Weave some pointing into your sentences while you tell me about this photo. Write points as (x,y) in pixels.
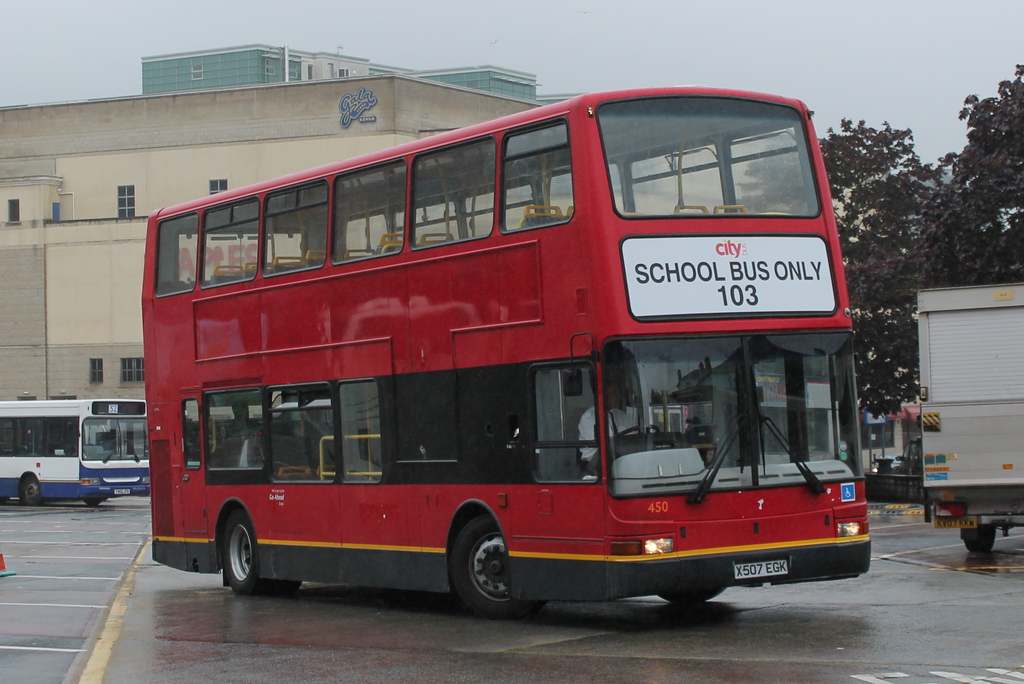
In this picture we can see a double decker bus (489,338) and some vehicles (953,455) on the road (783,600). Behind the vehicles (207,472), there are buildings (268,93) and the sky (475,39). On the right side of the image (921,188), there are trees (897,239) and some objects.
